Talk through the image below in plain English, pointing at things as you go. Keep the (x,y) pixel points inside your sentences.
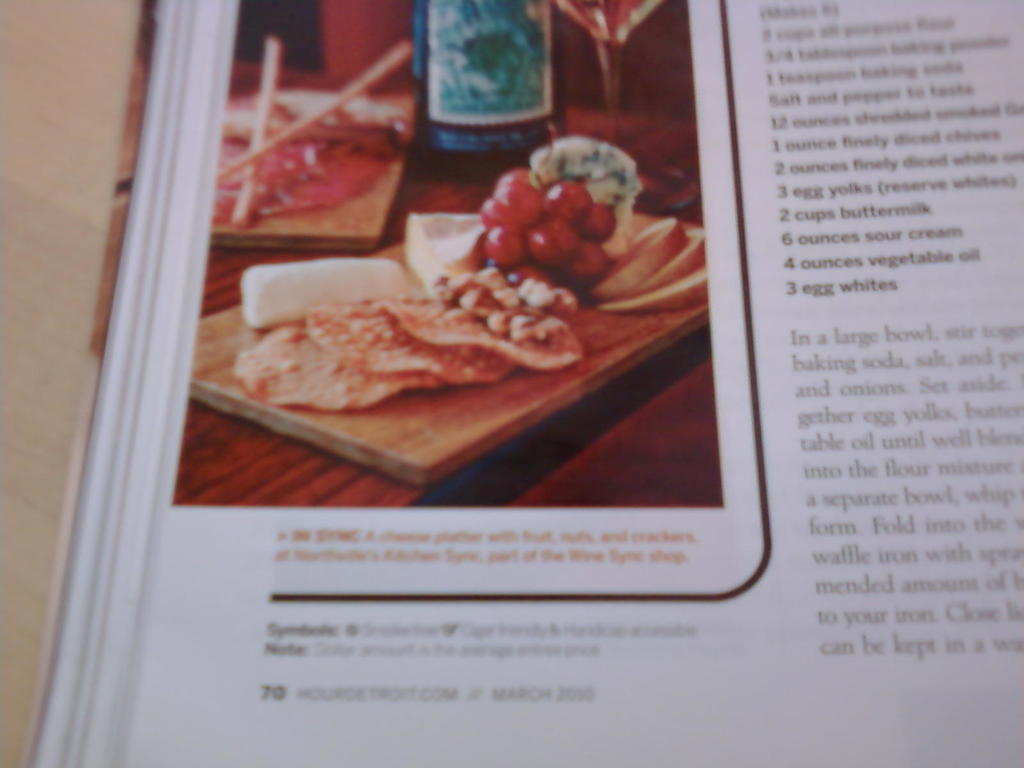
This is a picture of a paper (450,353) of the book (447,336), where there is a photo (446,46), paragraphs (1012,451) and numbers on the paper (250,295), and the book (250,295) is placed on the wooden board (23,561).
